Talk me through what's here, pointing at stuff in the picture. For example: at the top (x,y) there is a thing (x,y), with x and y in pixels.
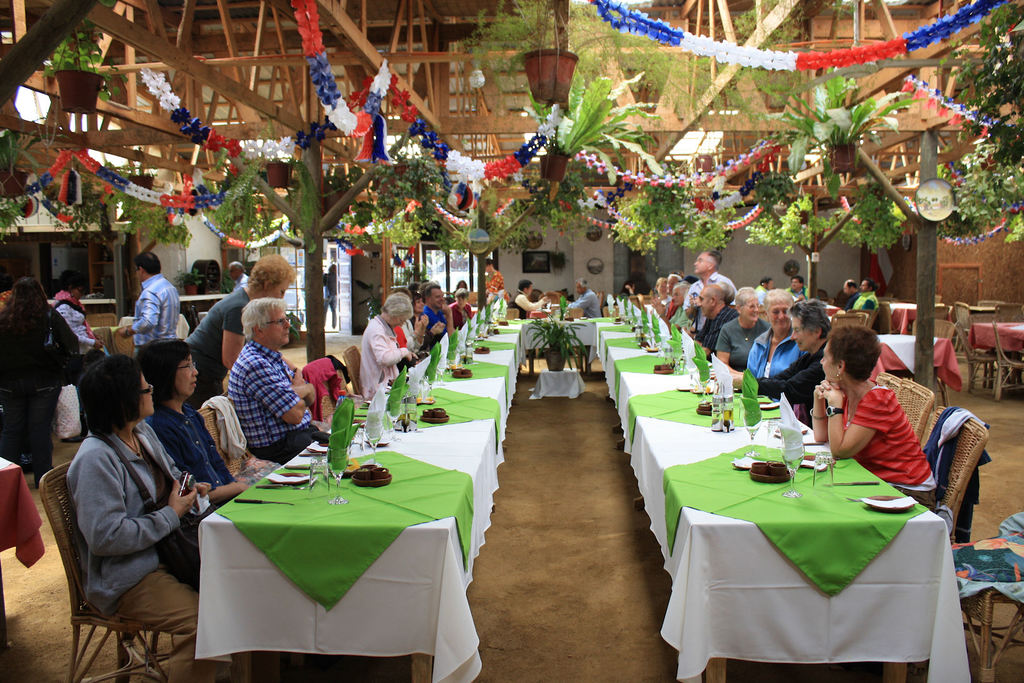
In the image we can see group of persons (786,360) were sitting on the chair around the table (724,443). On table (715,512) we can see bottle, cloth (739,485), paper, knife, spoon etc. Between the tables (313,536) we can see plant pot (572,340). In the background (443,214) there is a wall (847,267), pillar (812,252), photo frame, glass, table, chairs (972,355), decorative items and few persons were standing.
